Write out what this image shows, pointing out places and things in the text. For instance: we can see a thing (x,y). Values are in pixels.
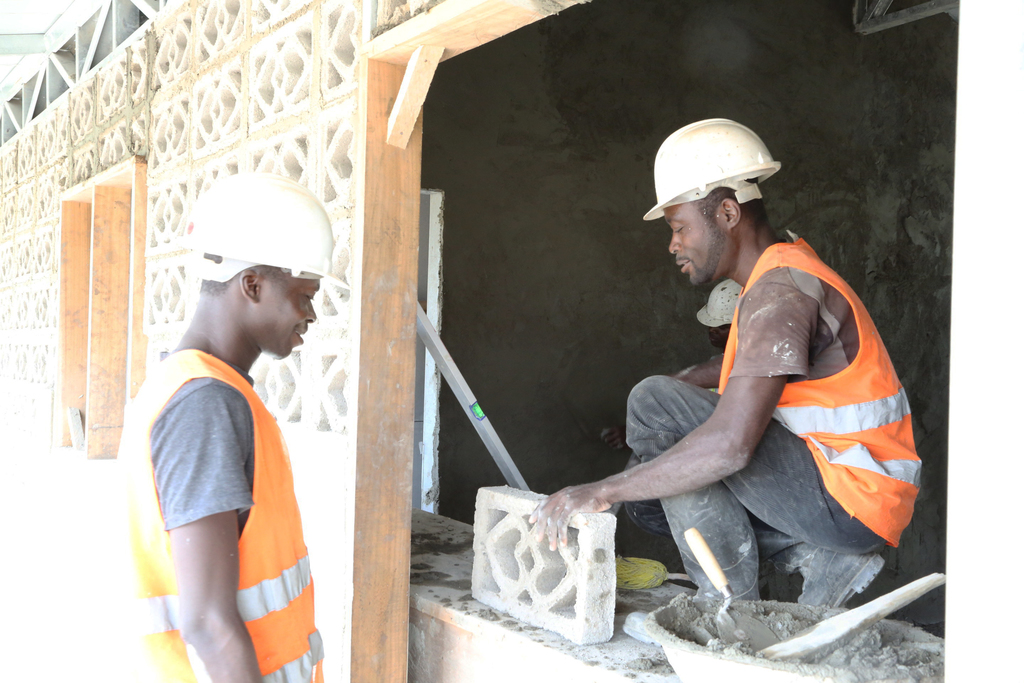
In this picture we can see there is a person (233,461) standing and a person (775,431) is in squat position. A person (742,447) in the squat position is holding a brick (503,545). At the bottom right corner (715,639) there is a trowel (752,622) and some objects (703,669). Behind the people (254,426) there are walls (157,139).
